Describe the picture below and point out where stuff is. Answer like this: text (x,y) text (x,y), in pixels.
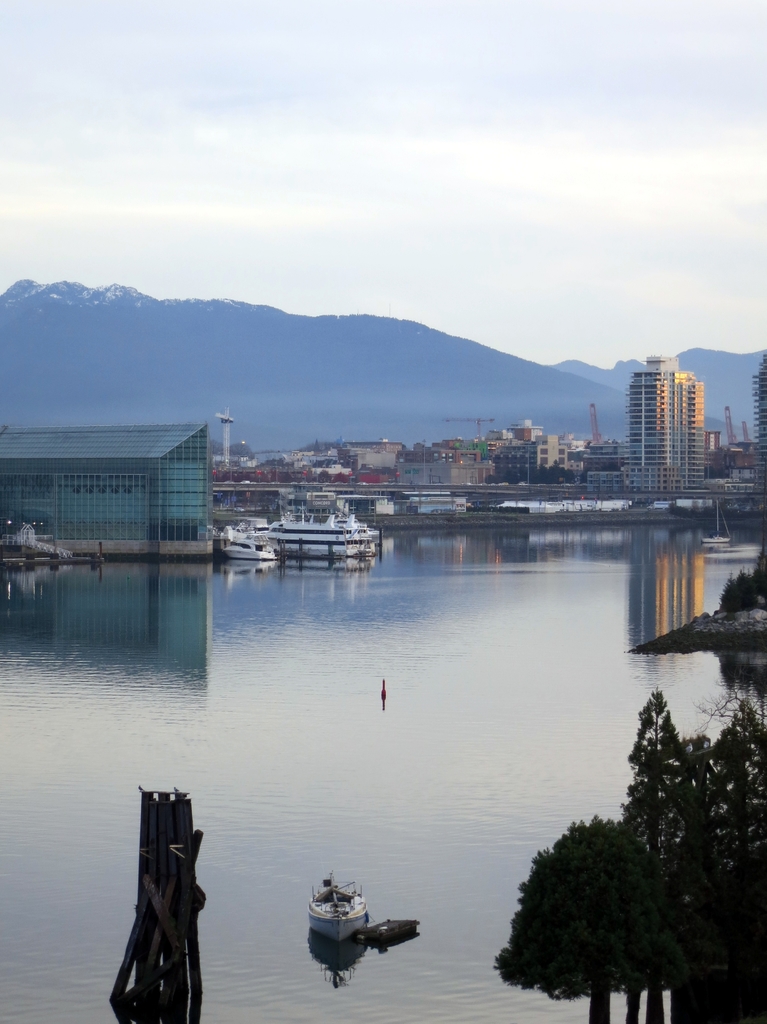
In this image, we can see some water (377,561). We can see some ships (321,545) sailing on the water (335,686). There are a few buildings (706,458) and trees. We can also see some towers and poles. There are a few hills (718,406). We can see the sky (466,135) and some wood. We can also see a bridge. We can see the reflection (645,551) of the buildings (675,489) in the water (650,631).
